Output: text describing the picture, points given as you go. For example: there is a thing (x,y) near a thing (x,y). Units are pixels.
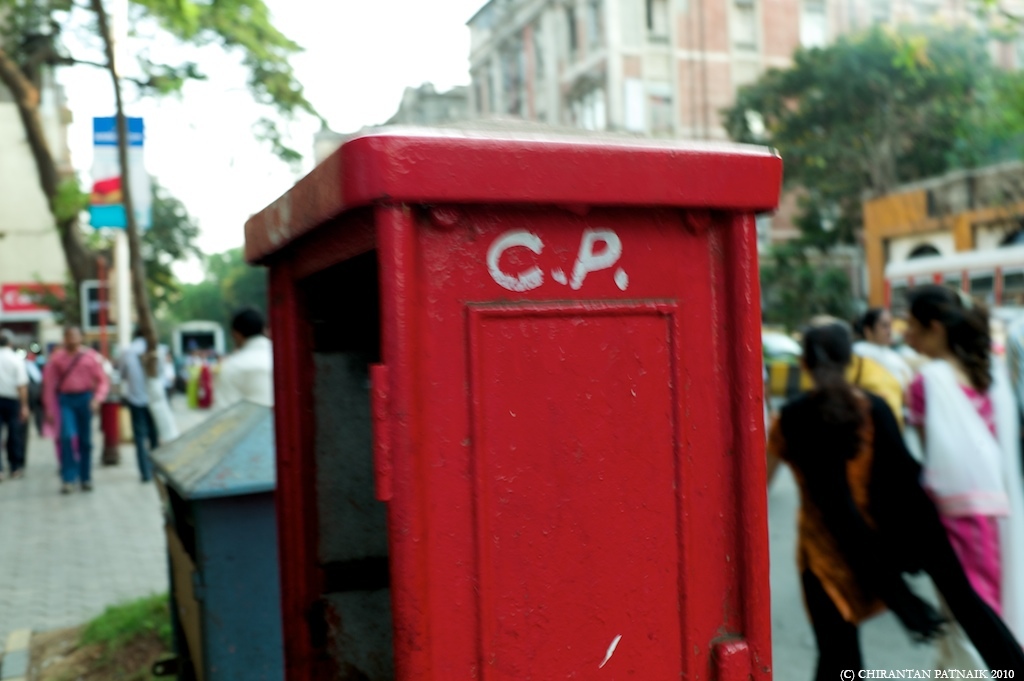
In this image, there are groups of people (99,388) walking. These are the buildings (645,97) and the trees (807,84). This looks like an object (599,534), which is red in color. I think this is a kind of a box (519,456). I can see the vehicles (216,355) on the road (892,652). At the bottom of the image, I can see the watermark (1011,669).
